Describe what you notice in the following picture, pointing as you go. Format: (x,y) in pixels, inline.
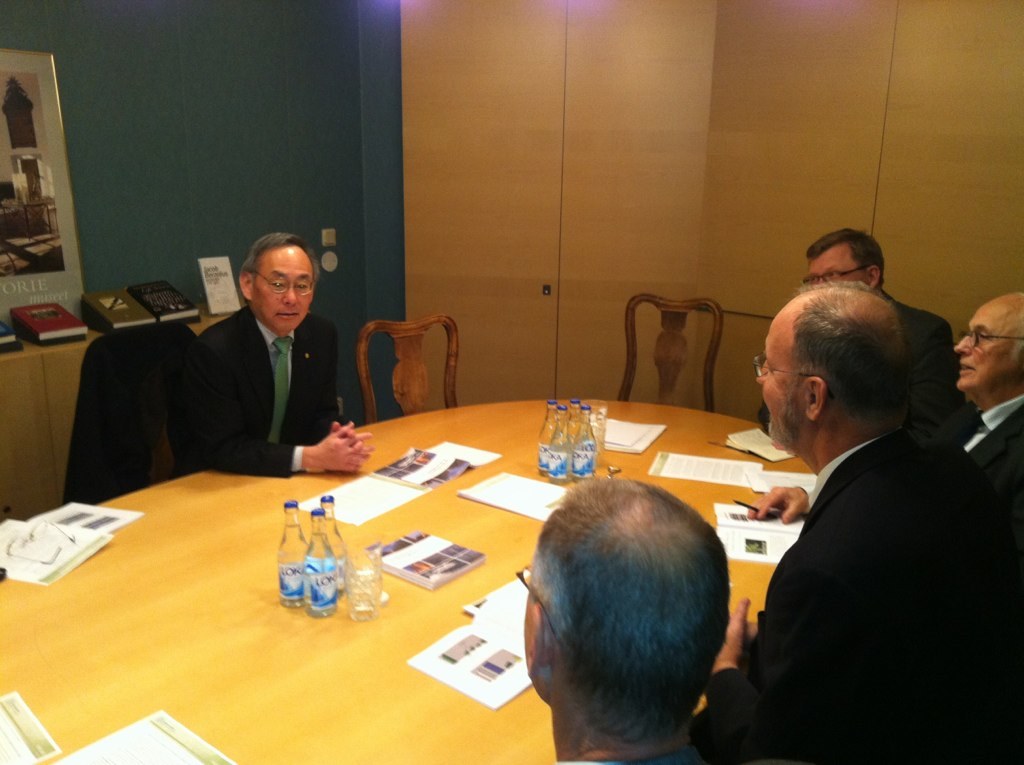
In the image we can see few persons (817,551) were sitting around the table (460,537). On table (241,551) there is a water bottles (312,599), books (456,564), papers (394,492), glasses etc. In the background (607,106) we can see wall (105,190), photo frames (49,123).
